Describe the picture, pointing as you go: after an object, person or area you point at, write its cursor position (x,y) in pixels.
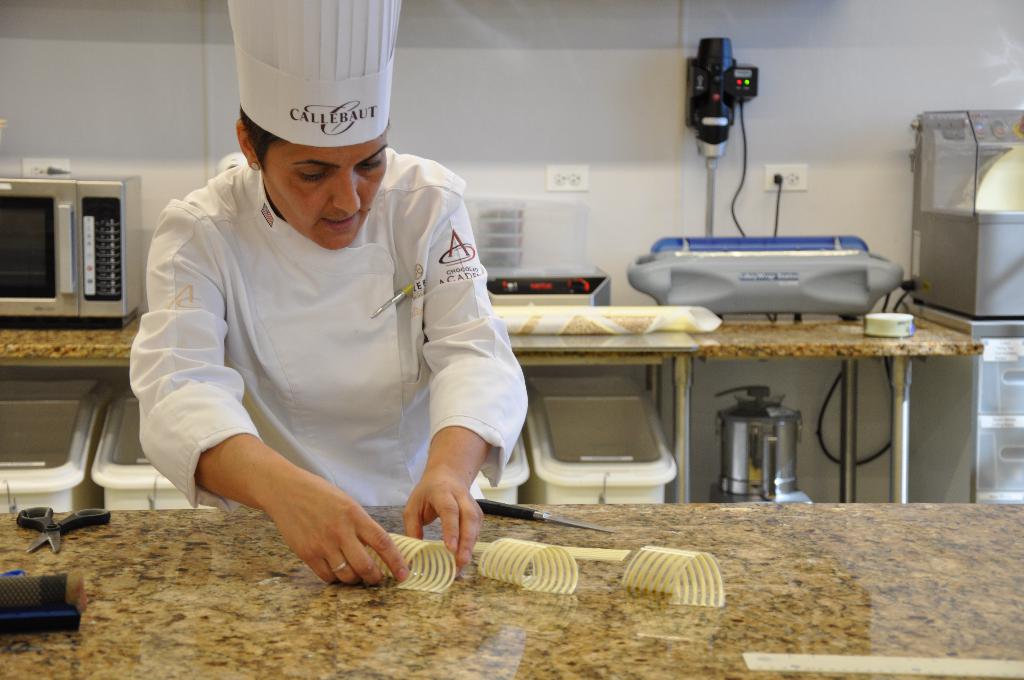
In the image the chef (465,504) is cooking some food item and in front of the chef (461,554) there is a scissor (48,526) and a knife (558,518). Behind the chef (181,306) there is an oven (59,247) and some cooking electronics (701,293). In the background (631,150) there is a wall (684,184).
